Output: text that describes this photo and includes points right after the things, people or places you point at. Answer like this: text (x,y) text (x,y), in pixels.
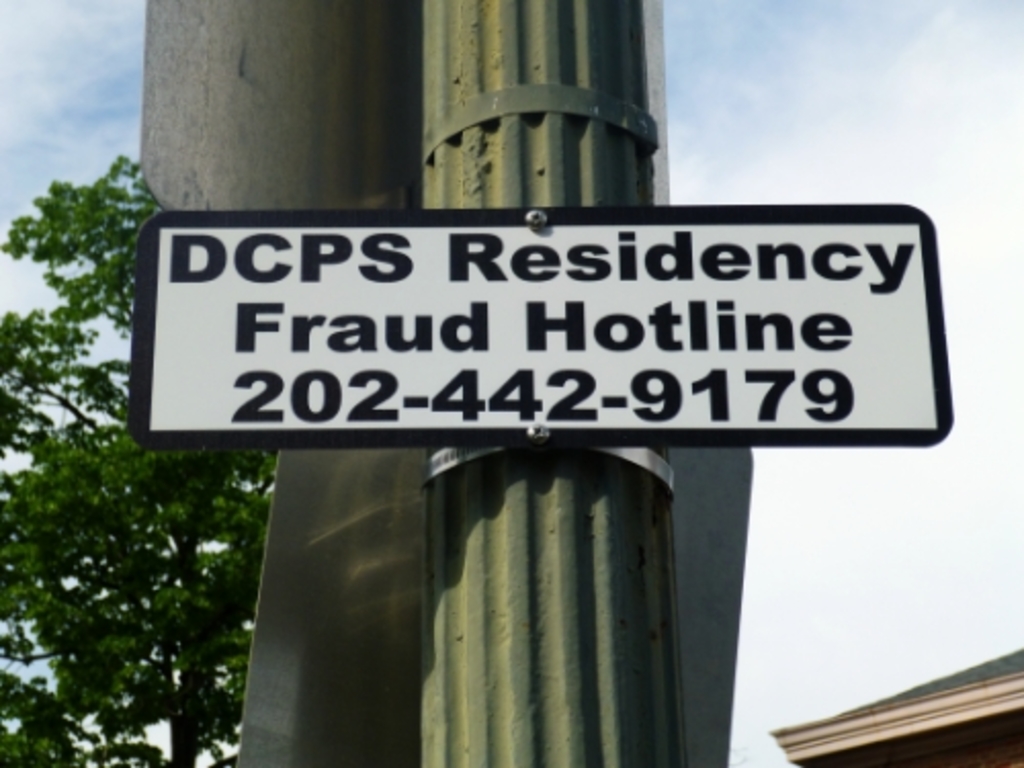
This looks like a hotline sign board (611,296), which is attached to a pole (492,616). I can see a tree (123,538) with the branches (123,538) and leaves (117,651). On the right side of the image (955,693), that looks like a building roof (974,704). This is the sky (895,196).
